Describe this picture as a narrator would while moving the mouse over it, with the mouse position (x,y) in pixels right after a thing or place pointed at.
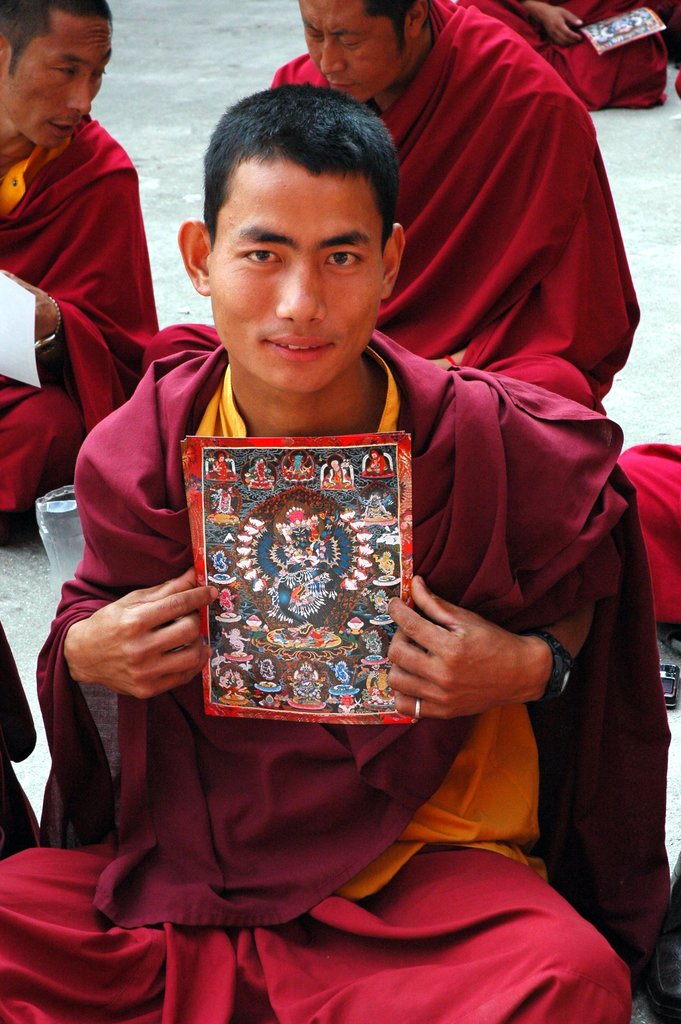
In this image there is a saint (492,572) in red costume (229,799) is sitting and holding paper (290,510) in his hands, behind him there are so many other saints (477,4) sitting and talking among them.
